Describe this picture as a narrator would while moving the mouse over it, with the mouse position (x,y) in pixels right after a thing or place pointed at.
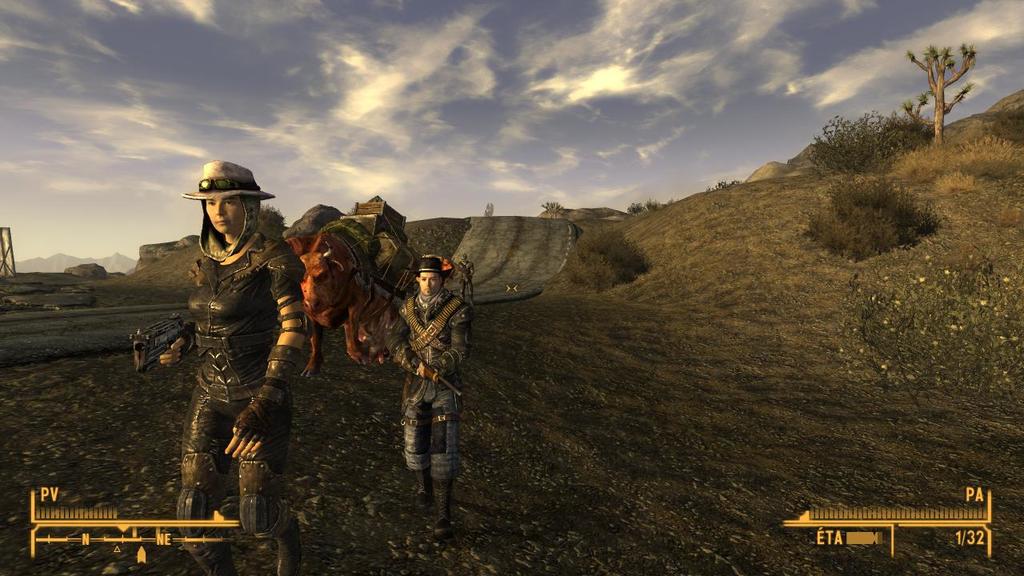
This is an animated picture. In this there are two persons (395,349) wearing cap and holding gun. In the back (329,280) there is an animal (336,249). On the right side (876,195) there are plants (936,230) and tree (916,110). And there are some icons (151,522) on the sides. In the back (565,118) there is sky (514,97) with clouds (460,86). Also there is a road (525,256).
